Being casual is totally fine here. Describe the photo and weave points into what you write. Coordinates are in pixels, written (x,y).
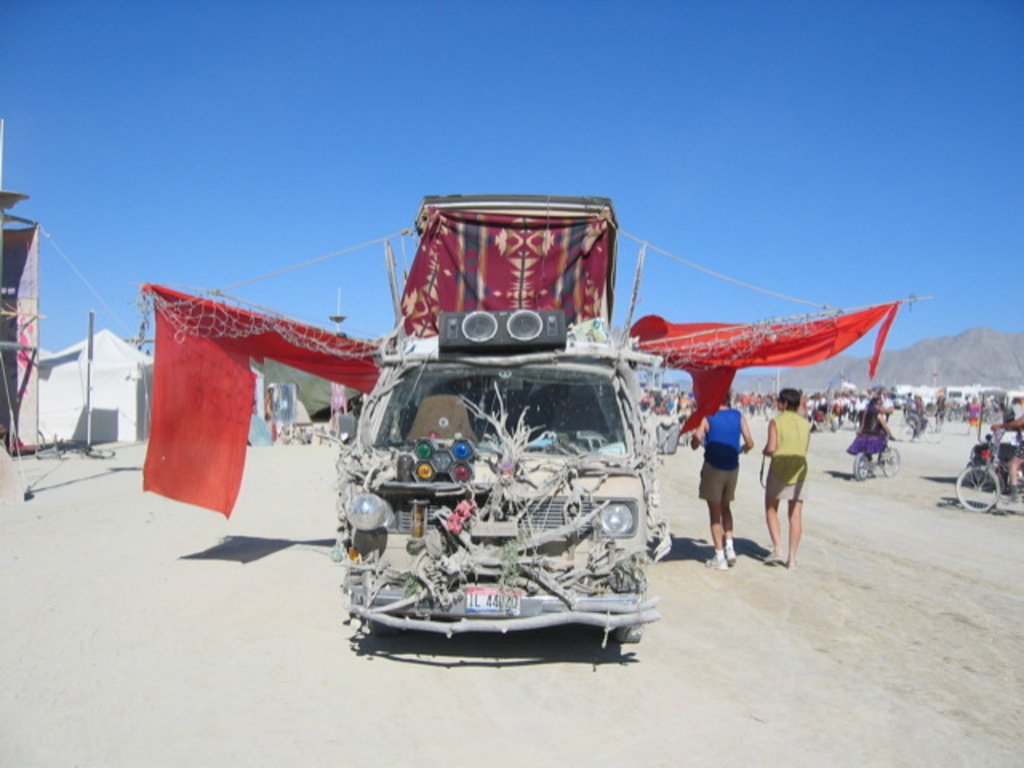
In this image we can see a vehicle (514,478) to which there is a sound box (487,328), tent (195,360), net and in the background of the image (864,411) there are some persons (798,473) walking, some are riding bicycles (865,467), there are some camping tents (50,363) and mountains (927,385) and top of the image (643,84) there is clear sky (513,42).
